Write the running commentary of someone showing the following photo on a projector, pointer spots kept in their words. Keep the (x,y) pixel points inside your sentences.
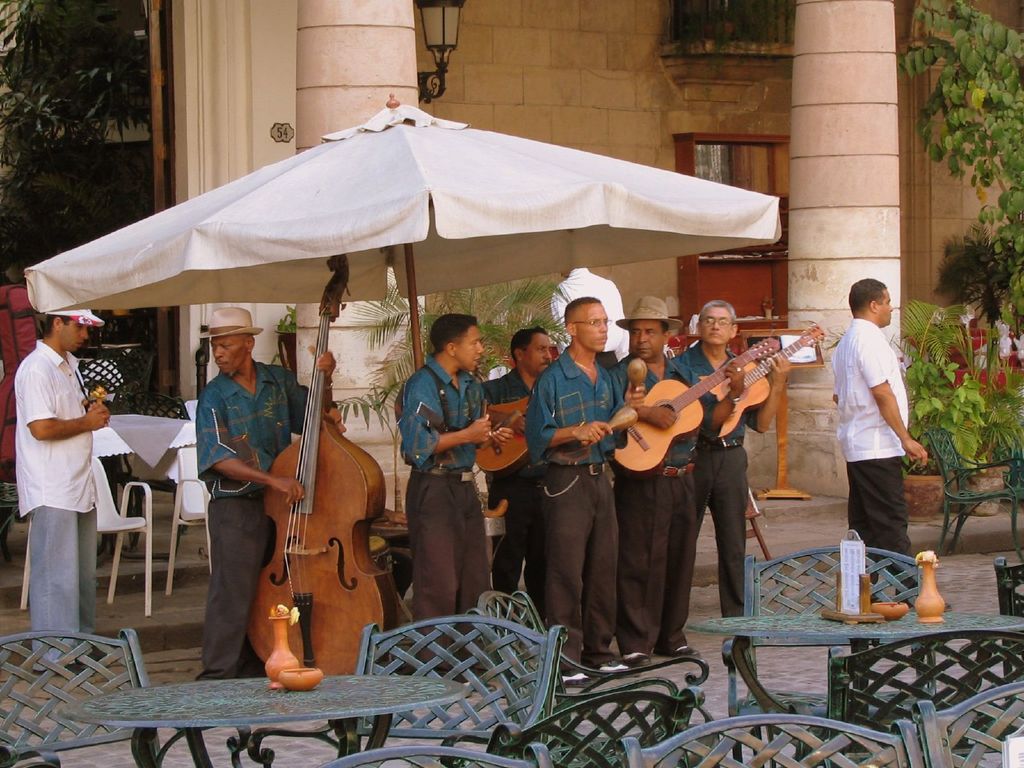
In this image there are group of persons (714,325) who are playing musical instruments (674,385) standing under the tent (766,210) and at the background of a image there is a building (896,116) and at the foreground of the image (502,629) there are chairs (546,673) and table (378,691).
